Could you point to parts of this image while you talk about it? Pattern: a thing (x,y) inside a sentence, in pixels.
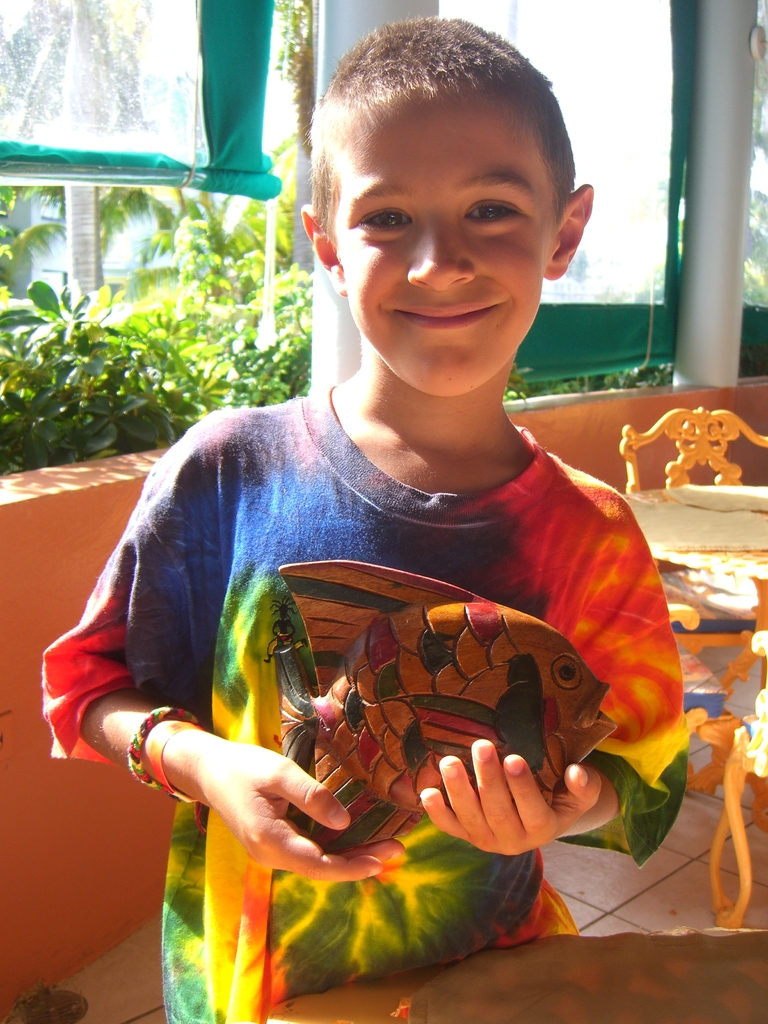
In this image we can see a boy (462,515) standing and holding a figurine (405,693). We can see tables (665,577) and chairs (674,603). In the background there are curtains (559,37), plants (170,339) and trees (96,286). There is a wall (14,691) and we can see a rod (705,386).
